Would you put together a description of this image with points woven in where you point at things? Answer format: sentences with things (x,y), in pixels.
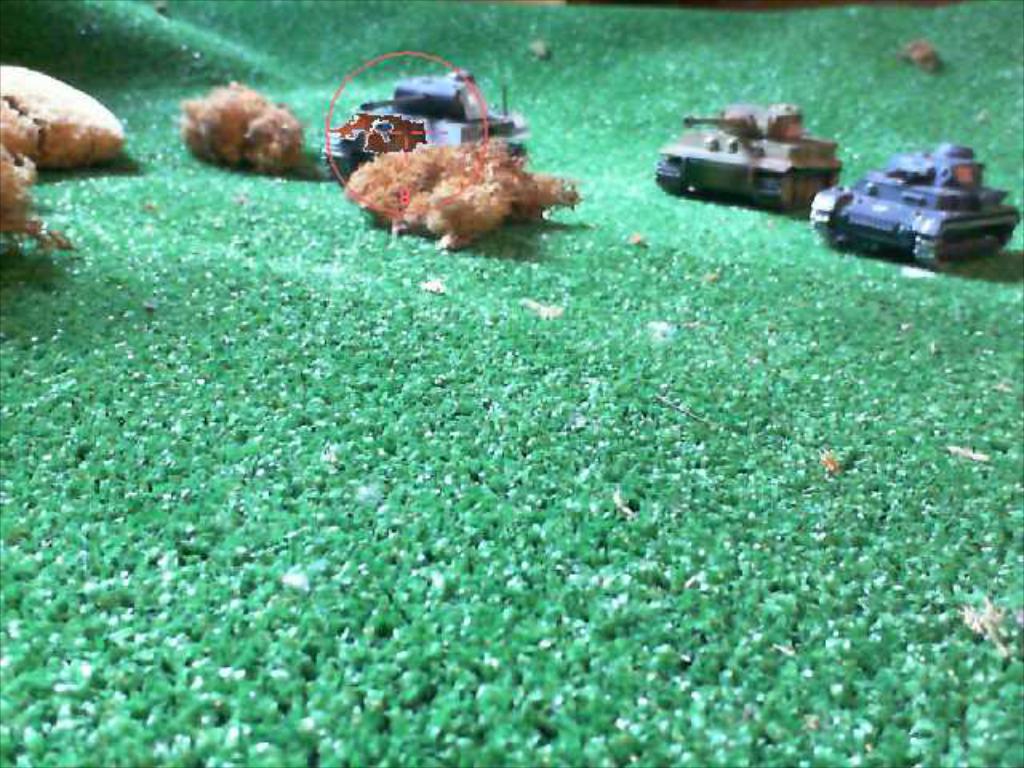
In this image I can see three toy vehicles (709,185) and few brown color objects (212,137) on the green color floor (512,503).
